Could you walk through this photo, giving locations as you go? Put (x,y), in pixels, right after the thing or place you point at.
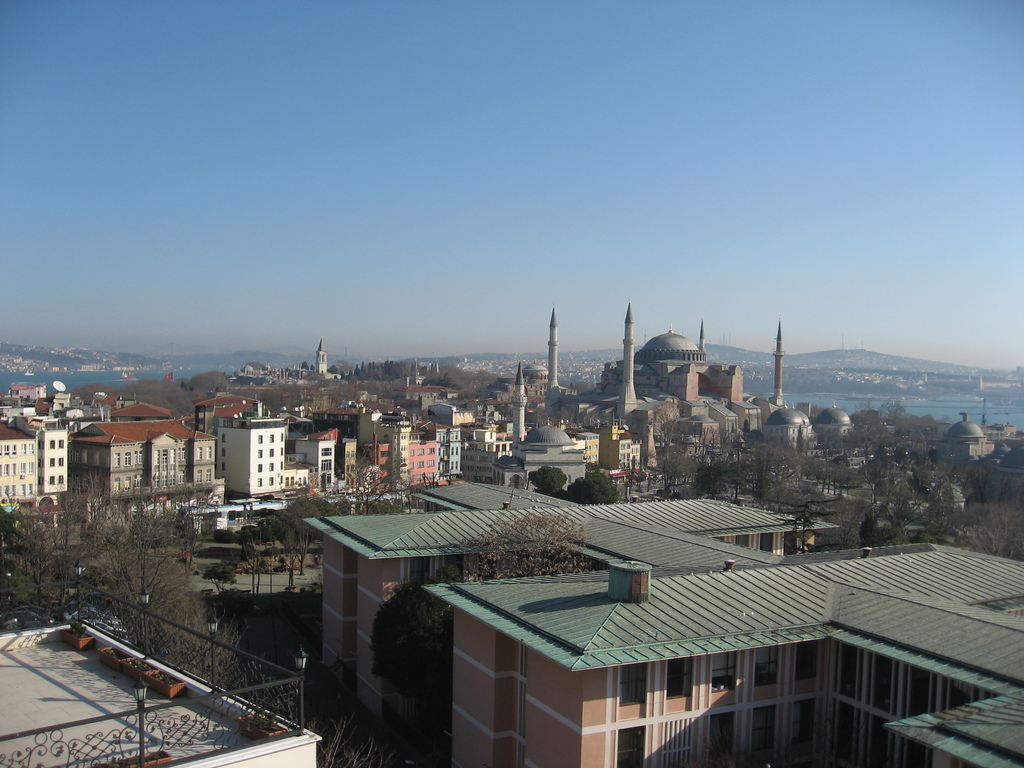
In this image we can see a few buildings (345,637), there are some trees (154,553), water (824,393), mountains (816,379), fence (139,607) and the potted plants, in the background (467,263), we can see the sky (552,23).
